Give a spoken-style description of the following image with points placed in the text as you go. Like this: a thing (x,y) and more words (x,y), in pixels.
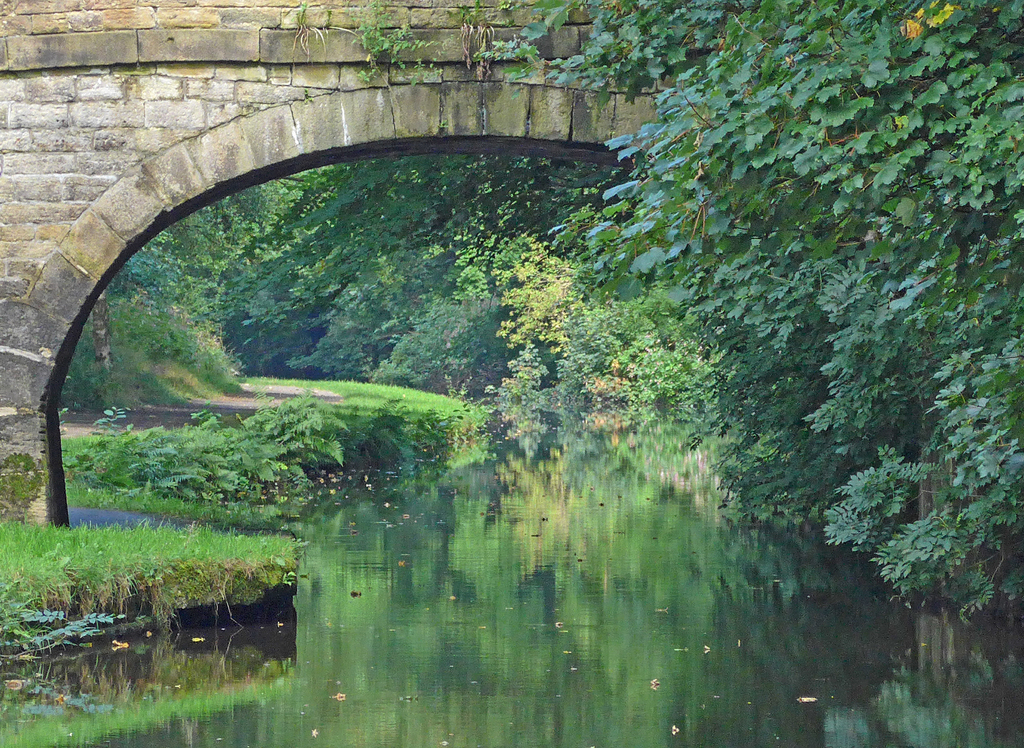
In this image there is the wall (314,78) truncated towards the top of the image (176,90), there are trees (333,317), there are trees (886,226) truncated towards the right of the image (950,339), there is a river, there is the grass (125,556) truncated towards the left of the image (56,553), there are plants (204,451).
